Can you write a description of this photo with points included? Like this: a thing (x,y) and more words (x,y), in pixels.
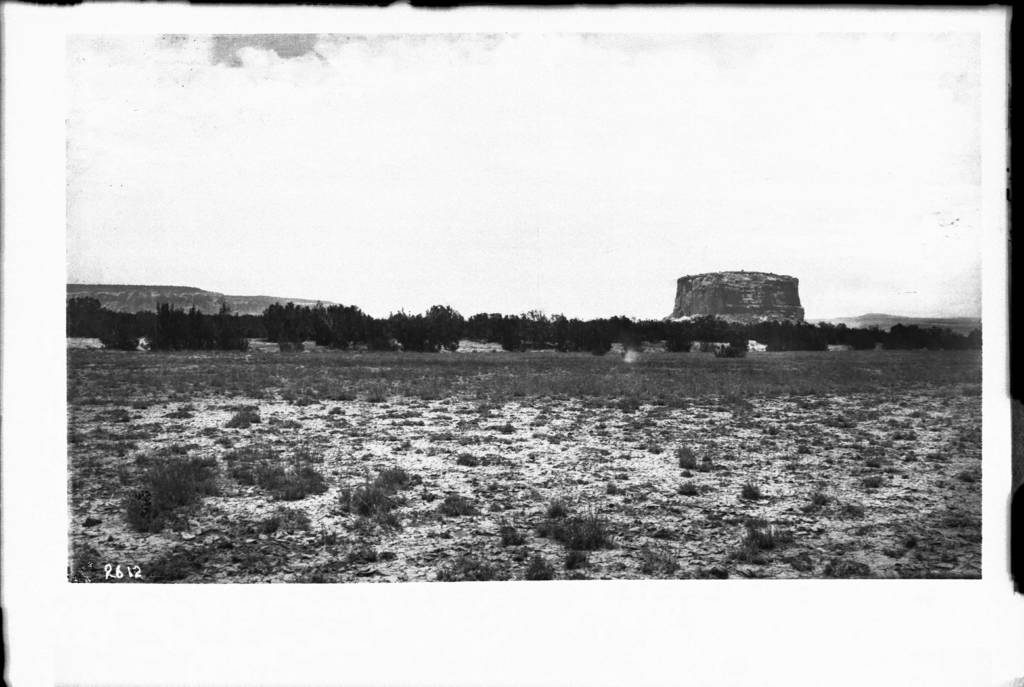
This is a black and white image. In this image we can see a land (648,473) with grass (683,462). On the backside (762,288) we can see the mountains (714,295), trees (515,315) and the sky (452,170).
